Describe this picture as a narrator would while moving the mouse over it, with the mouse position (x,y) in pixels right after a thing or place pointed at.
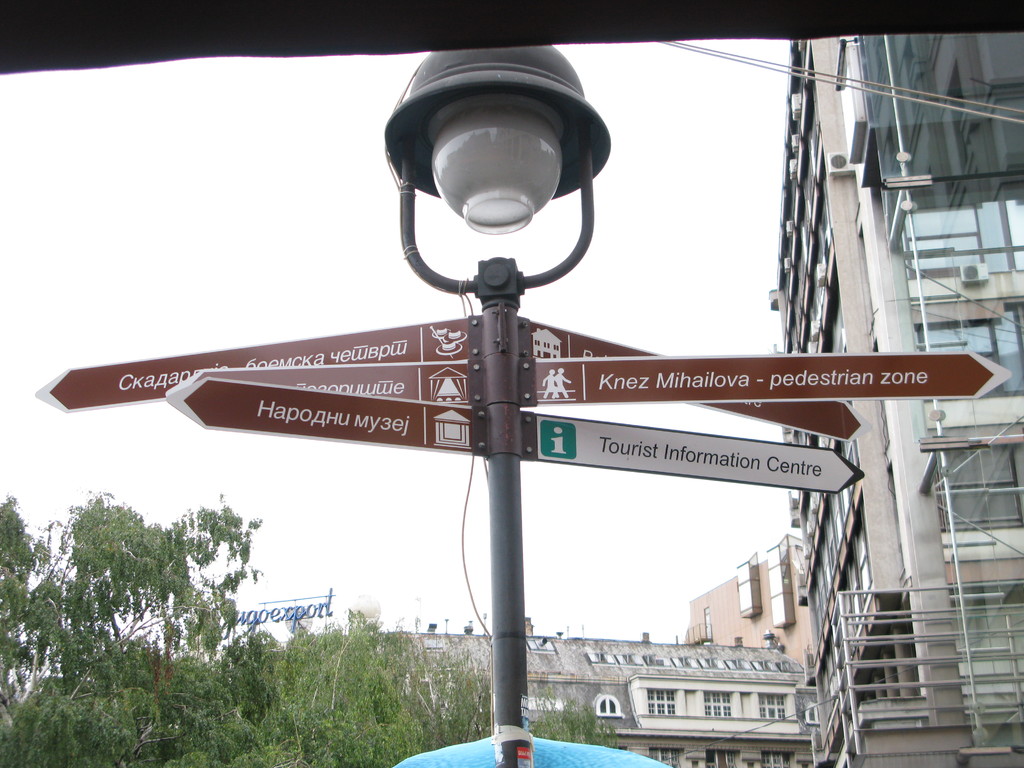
In this picture there is a lamp post (532,375) with street direction names (424,414). Behind there is a glass building (823,683) and on the left side (182,680) there are some trees (140,739).
